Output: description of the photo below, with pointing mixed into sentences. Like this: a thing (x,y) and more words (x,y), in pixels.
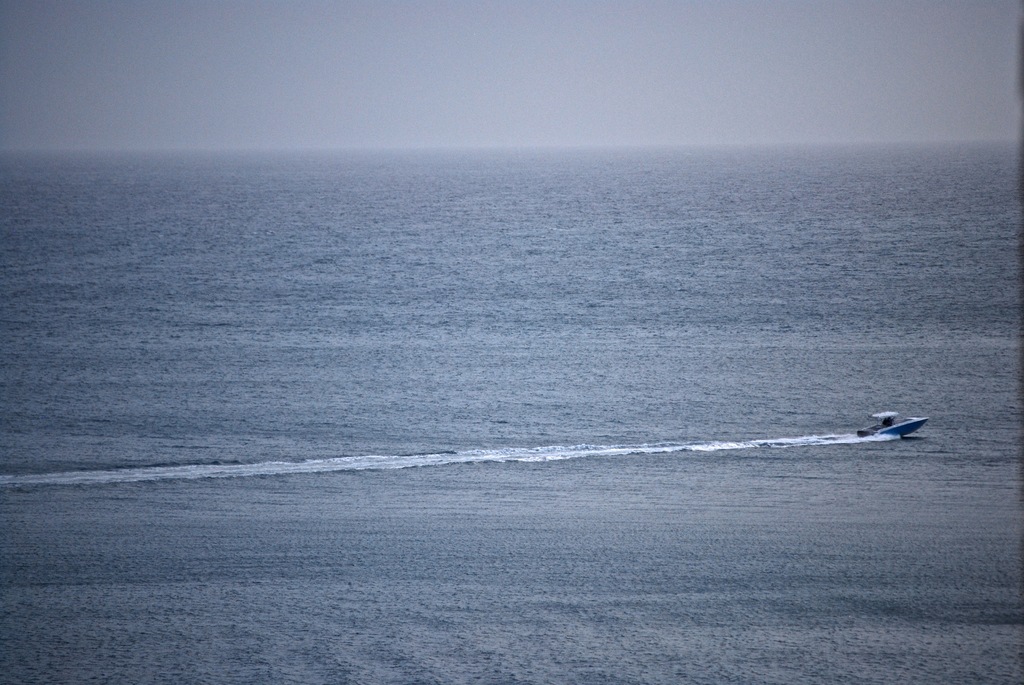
This picture is clicked outside the city. On the right (915,424) we can see a boat (897,428) in the water body (385,498). In the background (587,55) we can see the sky (443,97).
